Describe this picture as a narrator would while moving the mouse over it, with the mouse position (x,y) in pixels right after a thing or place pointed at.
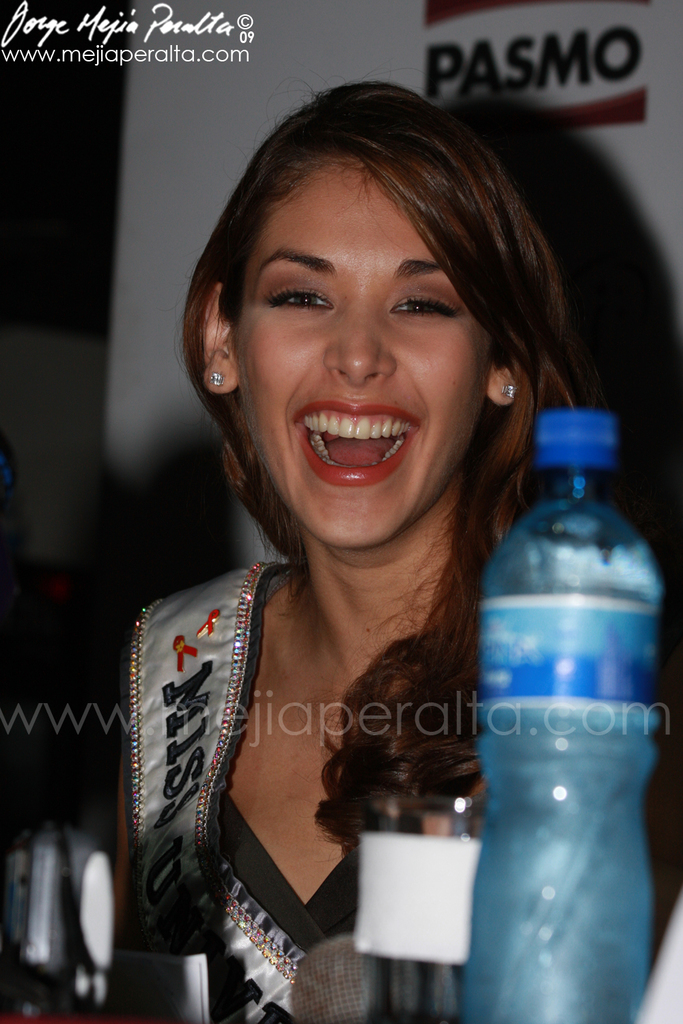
In the picture a woman (438,501) is smiling. In the foreground (510,702) there is a water bottle (589,756). In the background (610,249) there is banner (298,36). On the top left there is a text (17,53) written.
